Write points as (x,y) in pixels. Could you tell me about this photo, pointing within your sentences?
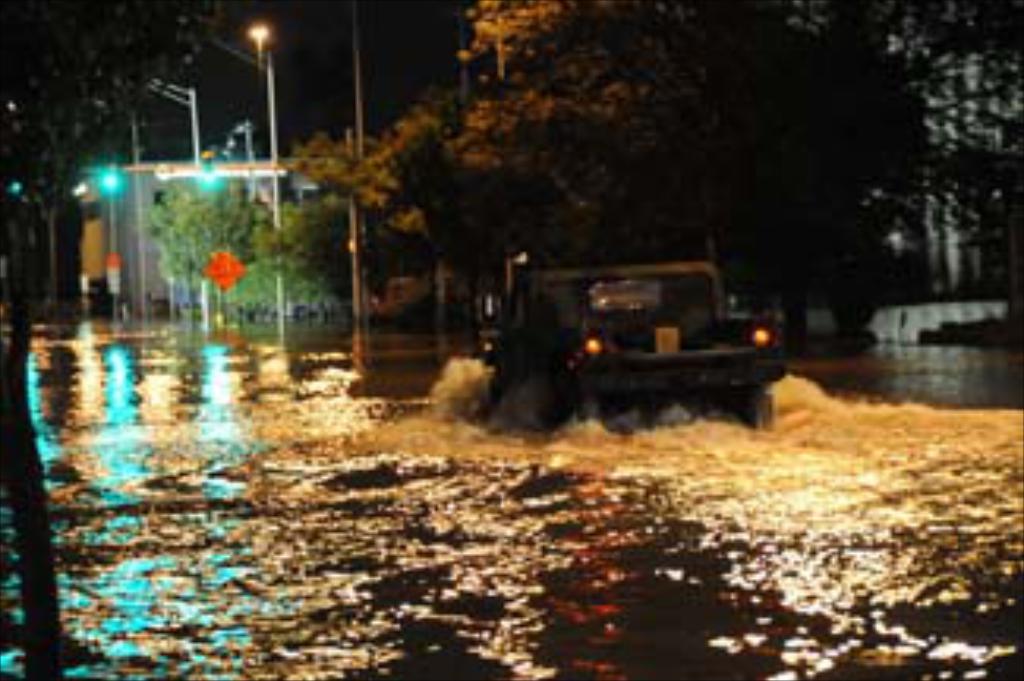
In this image I can see the vehicle (780,358) in the water (692,493). In the background (745,43) I can see few trees (417,207), light poles (359,76) and the sky (331,60) is in black color.
